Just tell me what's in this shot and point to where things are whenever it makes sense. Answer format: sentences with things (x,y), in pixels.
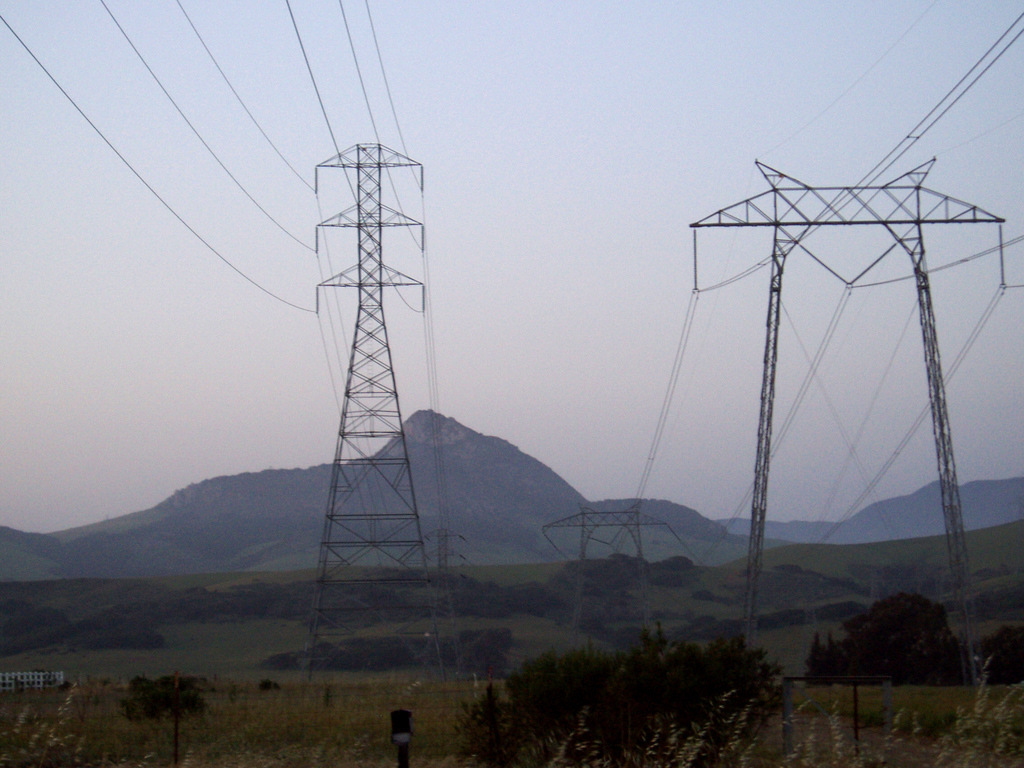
In this picture we can see trees (159,709) and power towers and in the background (105,500) we can see mountains (22,558), sky (80,507).
